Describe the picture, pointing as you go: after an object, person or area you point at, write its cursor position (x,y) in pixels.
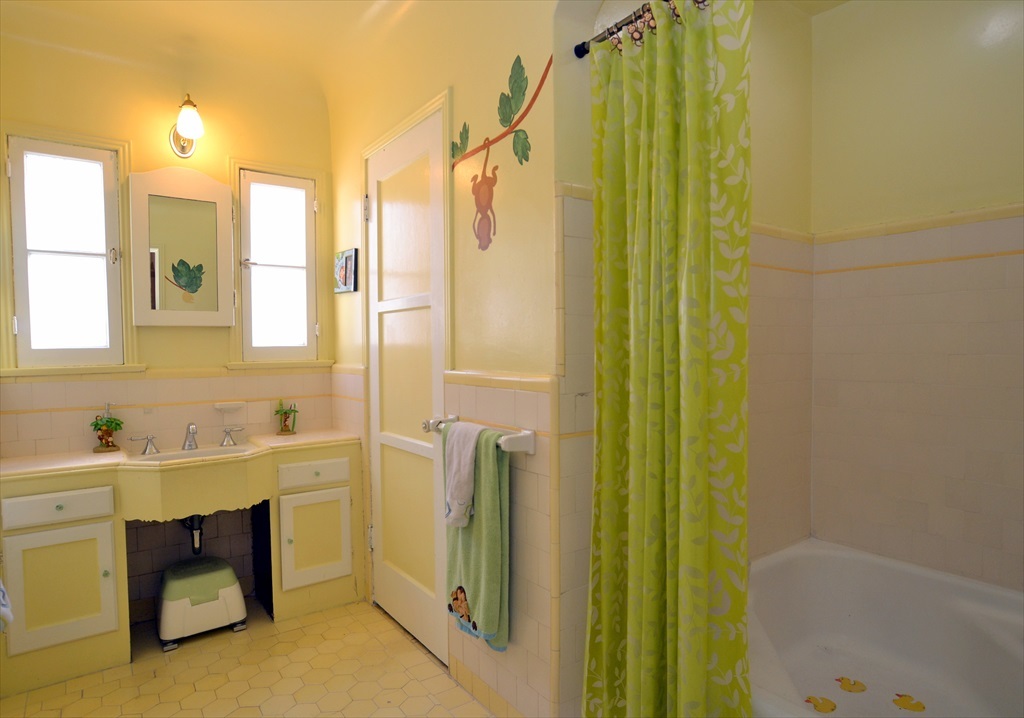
It is a bathroom (359,202), there is a wash basin (180,463) and above the wash basin (194,471) there is a mirror (184,169) and there are two windows (44,203) on the either side of the mirror (150,268) and there is a door (396,360) on the right side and beside the door (422,476) there is a bathtub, in front of the bathtub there is a curtain (624,450), on the either side of the washbasin (149,455) there are few cupboards (281,549) fit below the wash basin (170,484).
